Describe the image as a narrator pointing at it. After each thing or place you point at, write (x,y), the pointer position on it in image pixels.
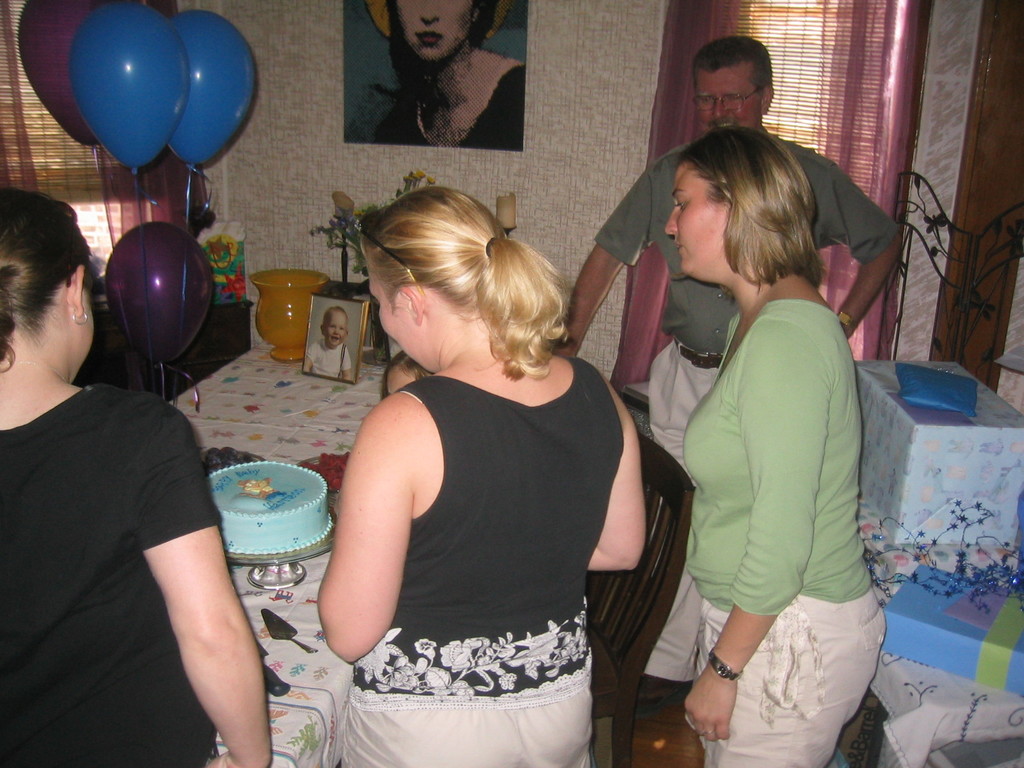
In this image we can see persons (205,660) standing on the floor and a table (300,395) is placed in front of them. On the table (257,591) there are cake (245,526) on the cake table (266,560), photo frame (334,342), flower vases (300,313) and balloons (165,351) hanged to one of the corner of table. In the background (424,118) we can see wall hanging (454,122) on the wall (338,102), curtain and blinds (784,115).
